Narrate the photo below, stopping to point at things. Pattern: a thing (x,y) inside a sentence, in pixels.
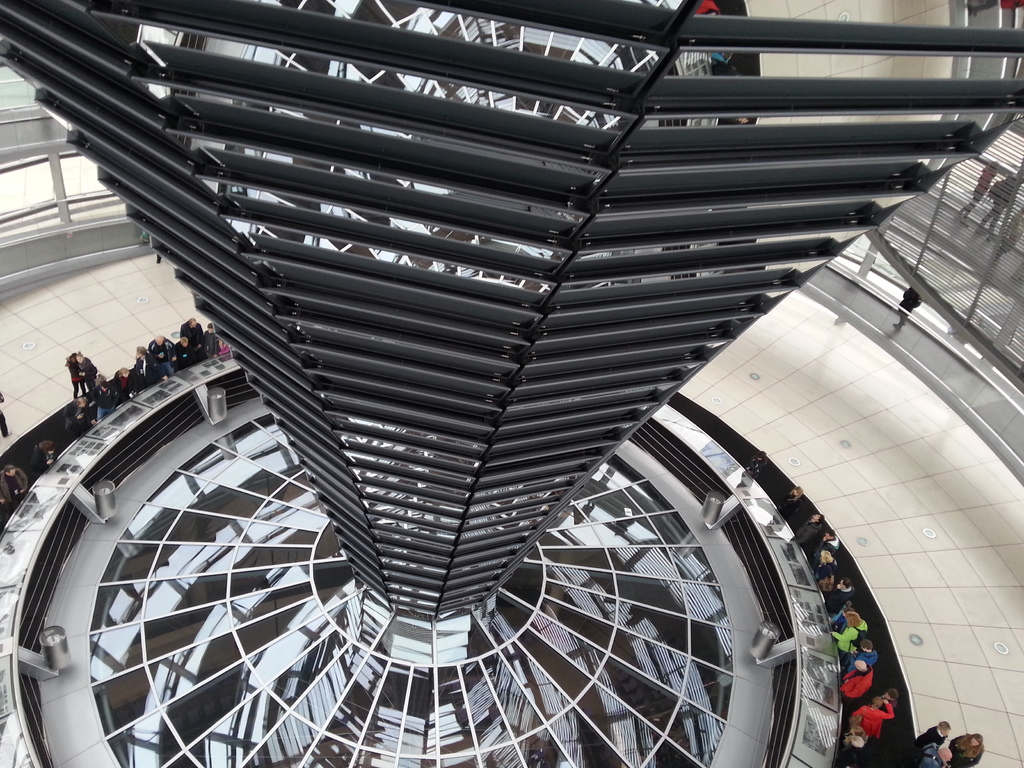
In this image there is a view of inside of a building (782,486), there is a metallic object (501,197), there are group of persons (790,492) on the floor (57,426).
